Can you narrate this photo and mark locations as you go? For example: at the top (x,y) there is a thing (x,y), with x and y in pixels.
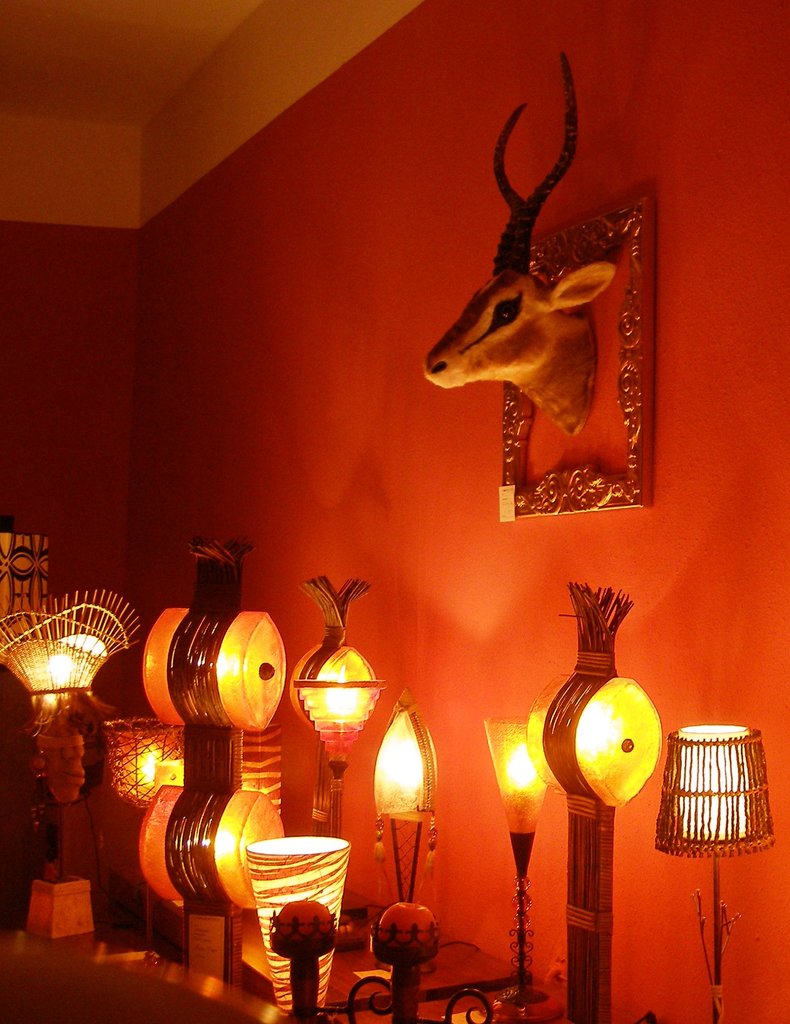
At the bottom of the image (413,815), we can see so many table lamps (34,907). Background (356,534) there is a wall (361,385). Here we can see animal shaped showpiece (517,358) and frame (624,354). Top of the image (158,79), there is a ceiling (101,58).
